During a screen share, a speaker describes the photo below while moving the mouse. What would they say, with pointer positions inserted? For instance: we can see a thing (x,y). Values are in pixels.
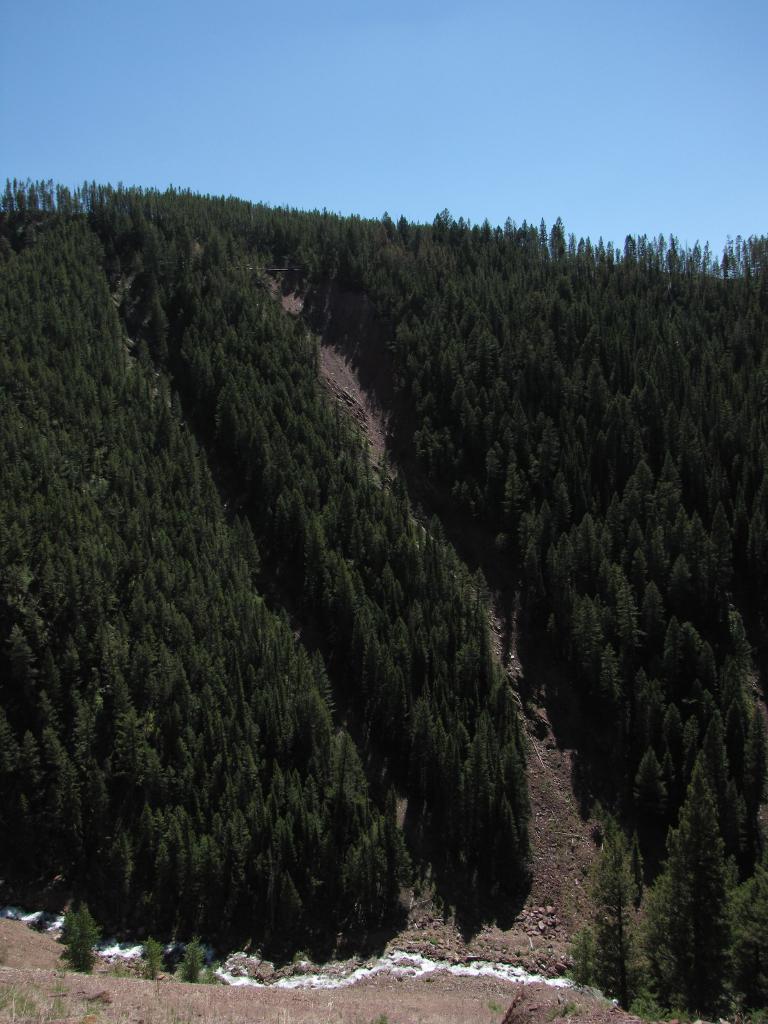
In this picture I can see the trees (720,708) on the mountain (663,506). At the bottom (48,911) I can see the water flow (246,974). Beside that I can see many small stones (518,940). At the top (349,20) I can see the sky (456,50).
